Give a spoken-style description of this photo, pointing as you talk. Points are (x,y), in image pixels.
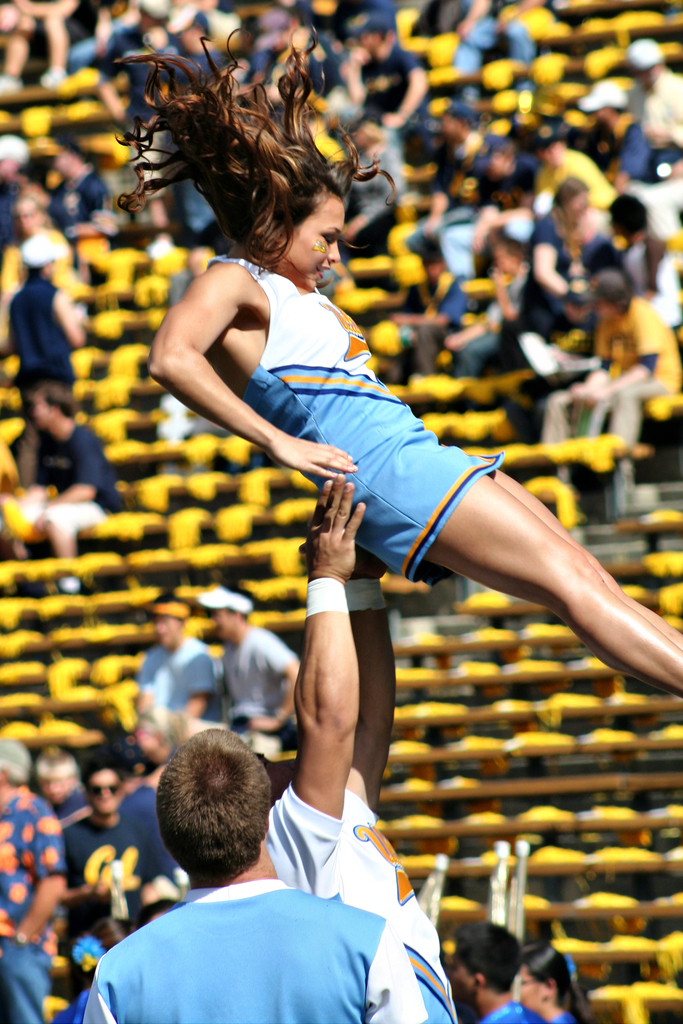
Here we can see people (320,720). Front this man (367,764) is lifting a woman (263,223) in air with his hands (321,528). Background (287,706) it is blur. We can see people (171,662) and benches (164,520).
